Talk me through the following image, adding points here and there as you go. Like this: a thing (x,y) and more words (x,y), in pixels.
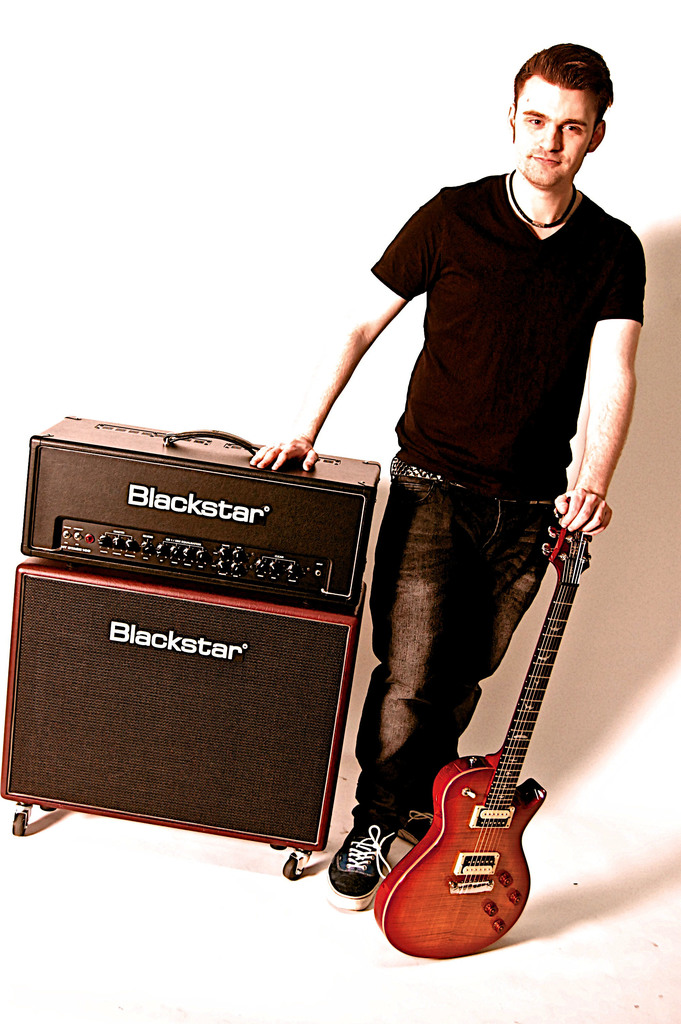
in this image i can see a man (477,389) standing, wearing a black t shirt (456,452) and jeans (428,591). he is resting his hand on guitar (564,577) and other hand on a box (241,579) which is named as blackstar.
